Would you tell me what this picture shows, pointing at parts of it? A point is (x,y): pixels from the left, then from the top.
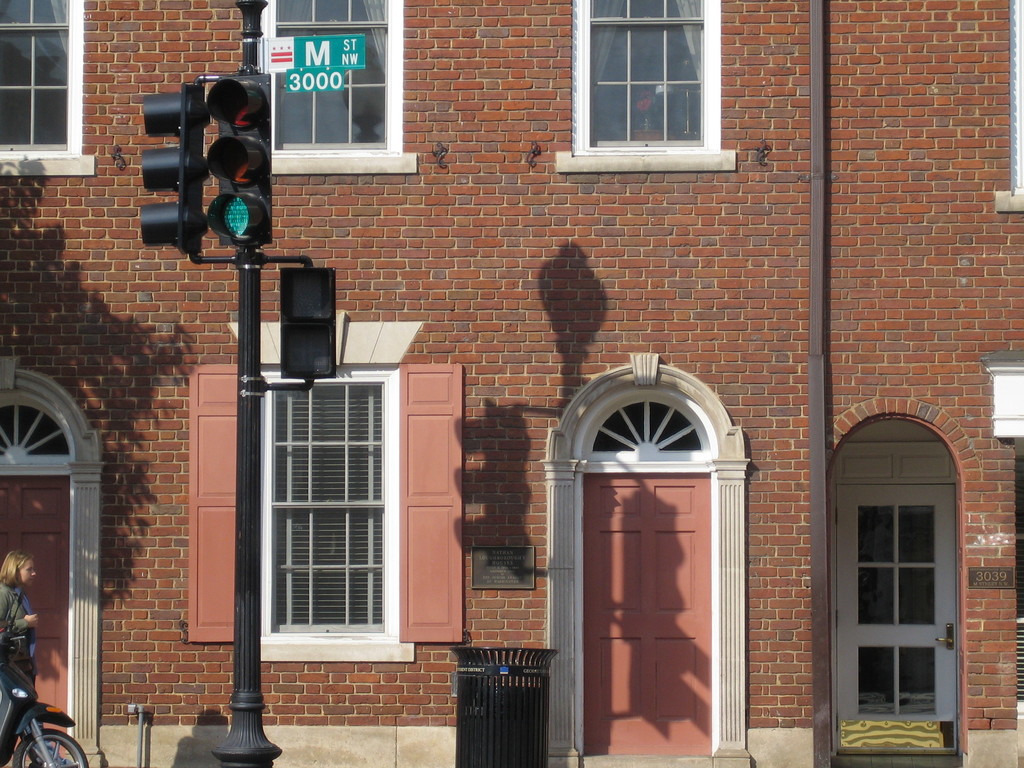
In this image there is a building (437,464) and the building (666,320) is constructed with bricks (917,247). There is also a traffic signal pole (214,167) and also a bike (46,739) visible in this image. On the left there is a woman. Trash bin (485,725) is also visible.
